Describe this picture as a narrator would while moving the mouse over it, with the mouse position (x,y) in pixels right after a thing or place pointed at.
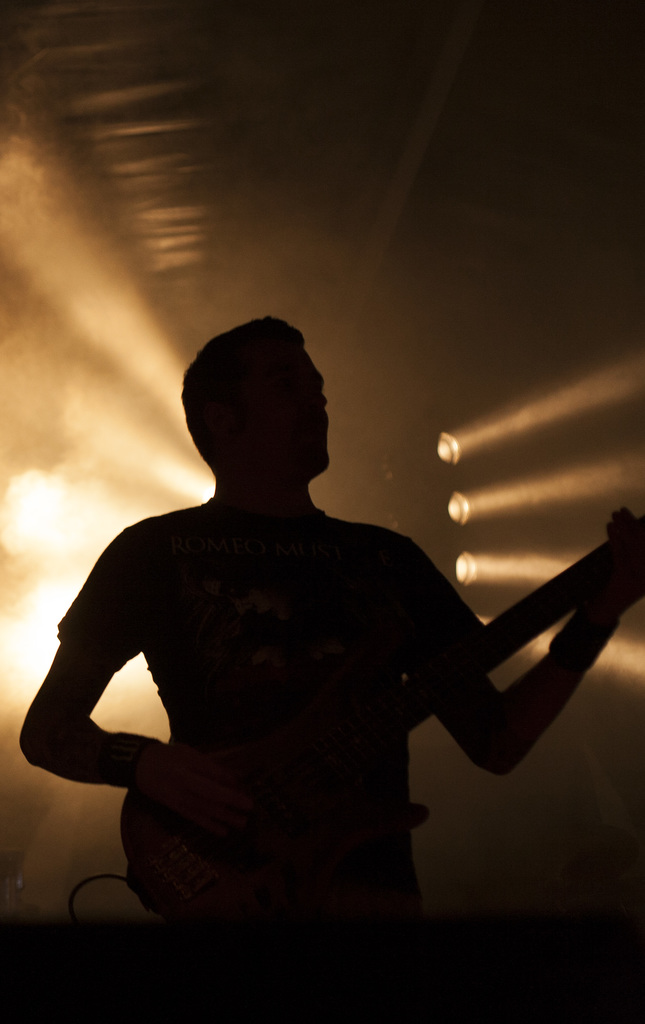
In the middle of the image (264,567) we can see a man (262,701), he is holding a guitar (230,899), behind to him we can see few lights (478,498).
